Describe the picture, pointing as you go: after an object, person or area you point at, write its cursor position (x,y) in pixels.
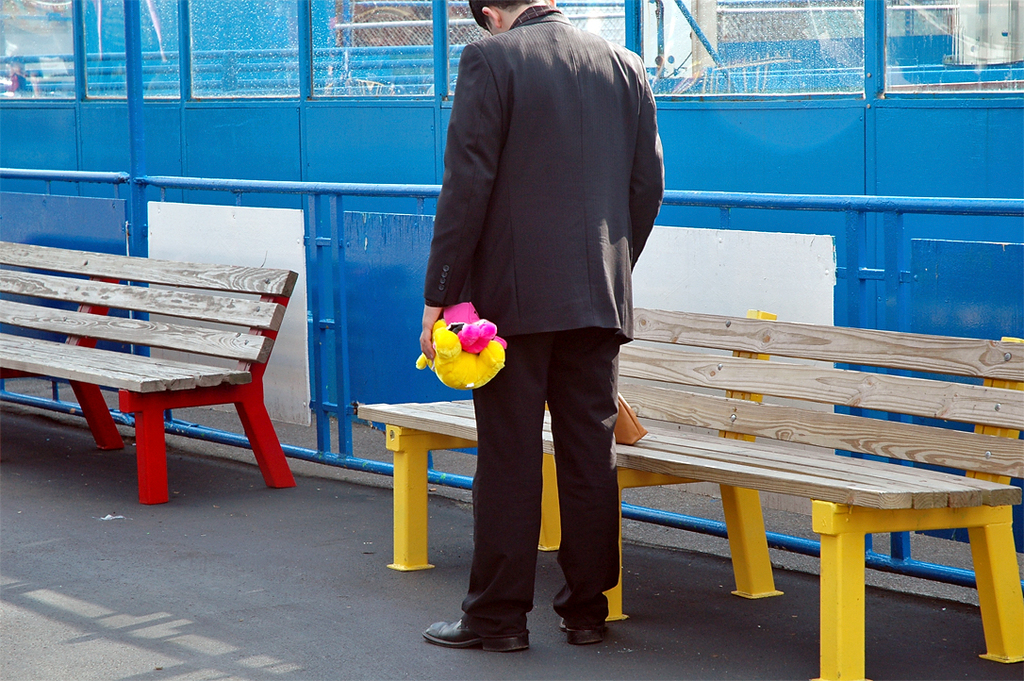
A man (521,237) is standing wearing a black suit (530,236). He is holding a teddy (455,354). On the right (838,518) there is a bench (824,502) having yellow legs (832,614). On the left (8,287) there is another bench (118,336) having red legs (141,444). In the background (206,75) there is a blue wall (285,96).
